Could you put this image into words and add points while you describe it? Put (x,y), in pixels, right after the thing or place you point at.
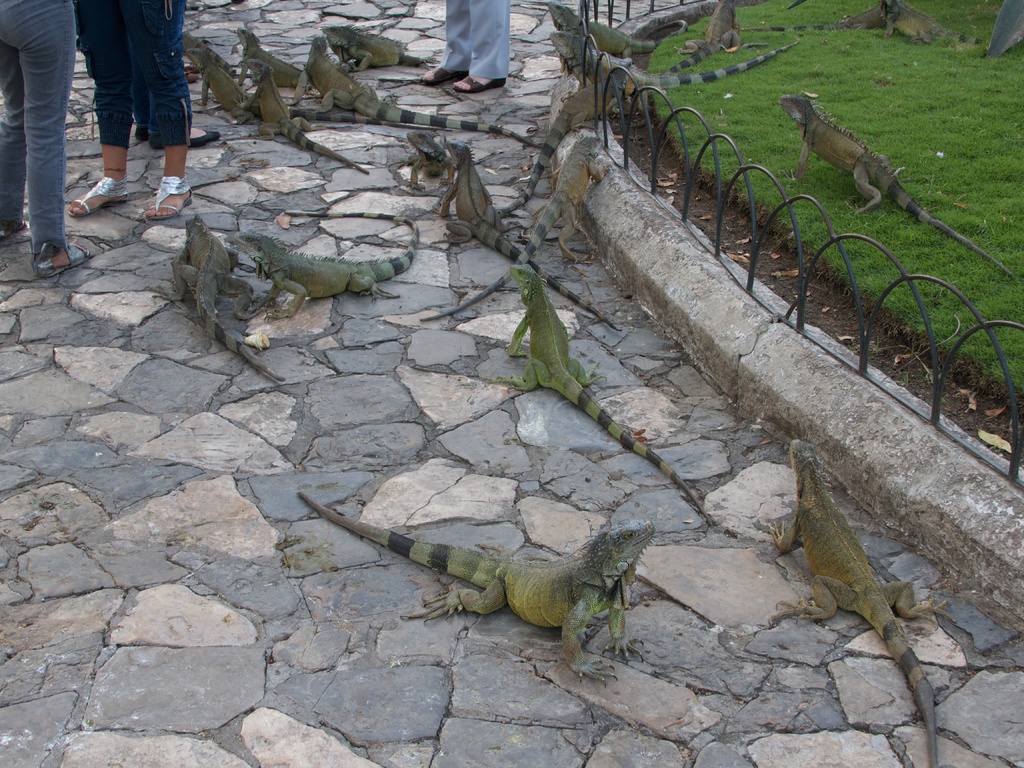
In this image I can see few reptiles (613,66), they are in green and brown color and I can also see few persons (35,49) standing and I can see the grass (740,94) in green color.
